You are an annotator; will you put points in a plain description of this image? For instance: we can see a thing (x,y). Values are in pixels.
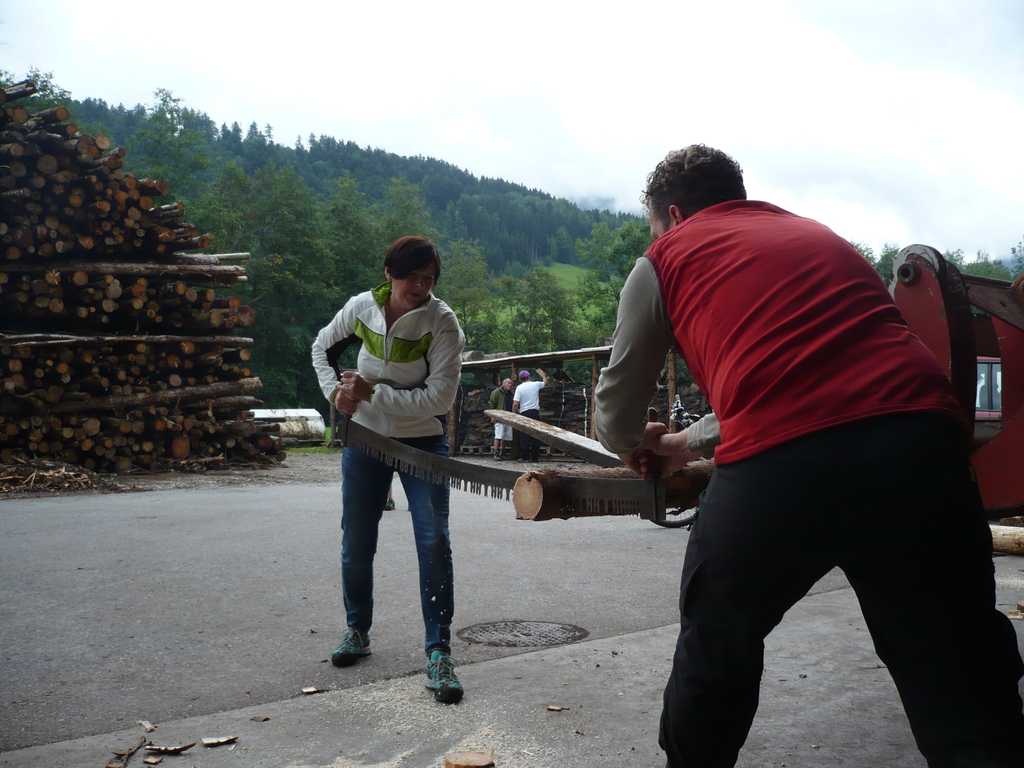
In this image there are two persons (696,369) cutting a wooden poles (525,490) with saw (408,458), in the background (489,458) there is a road (395,536) and wooden poles (166,257), trees (284,237) and a shed (511,363) under the shed (557,356) there are two persons (524,400) standing and there is the sky (745,71).
